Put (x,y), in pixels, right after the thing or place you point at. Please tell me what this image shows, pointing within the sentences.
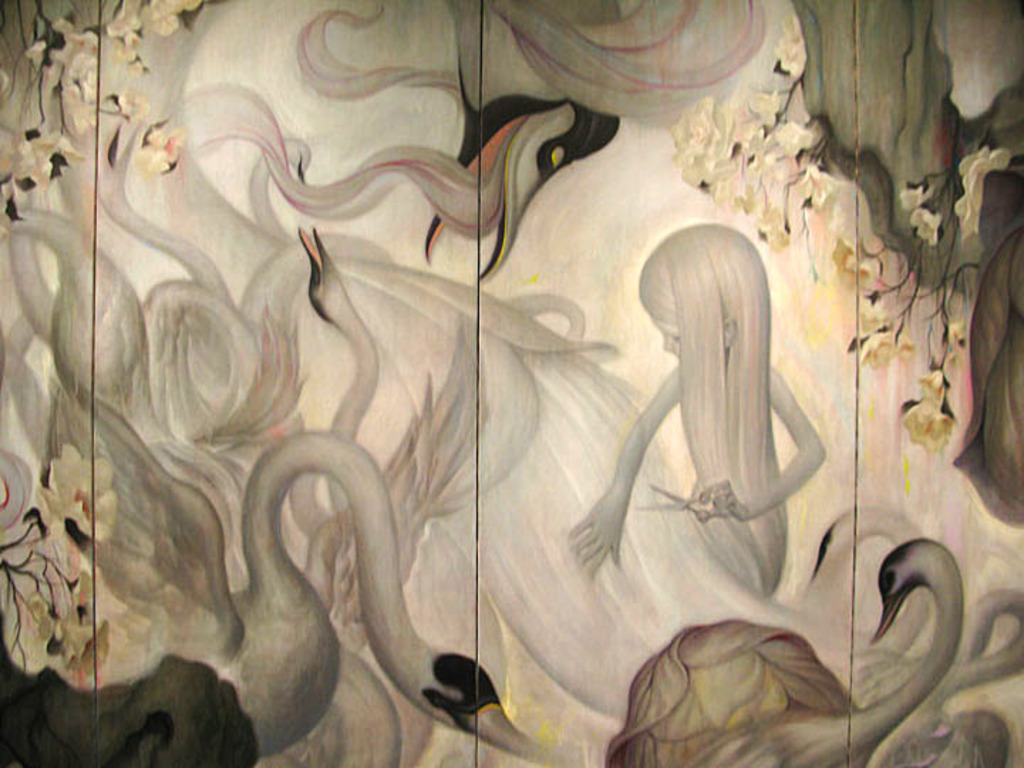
There are many images (286,460) of the swans (314,276) are drawn on a wall (237,422) and in between the swans (438,222) there is a girl (732,525) holding the scissors (694,509).
